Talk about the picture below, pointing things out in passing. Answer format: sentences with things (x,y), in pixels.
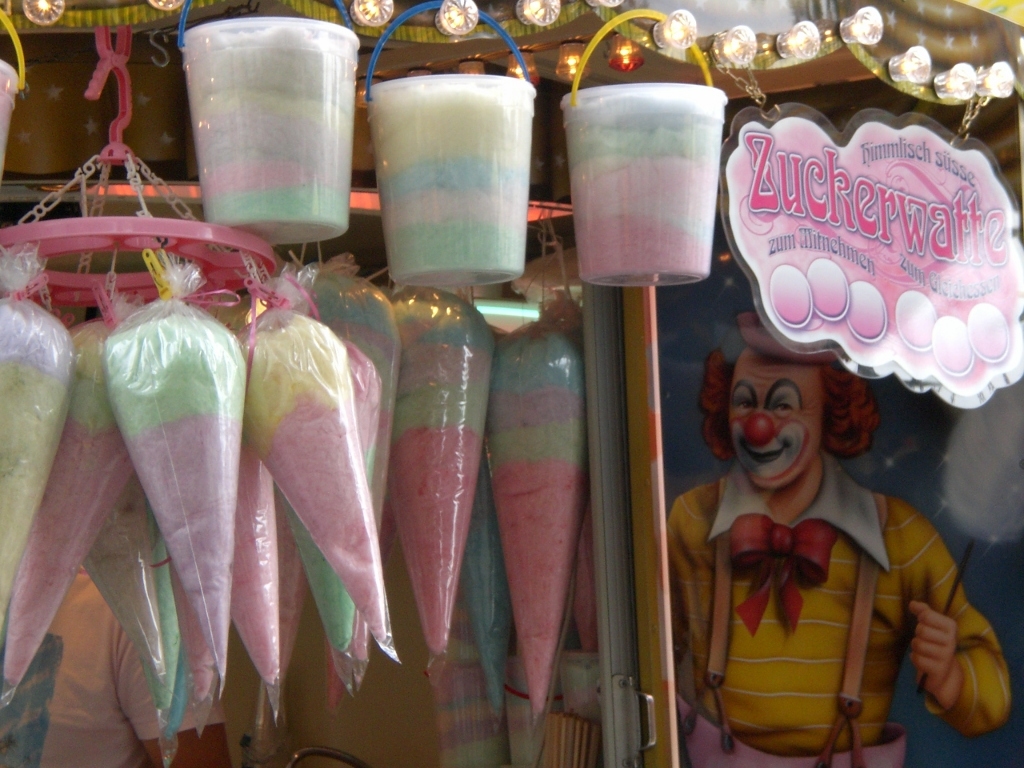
In this image I can see few candy (283,359) in packets (280,375) and buckets (409,190). I can see a pink board (832,264) and lights (928,71). Back I can see a joker painting (806,494) on the wall (907,442).
